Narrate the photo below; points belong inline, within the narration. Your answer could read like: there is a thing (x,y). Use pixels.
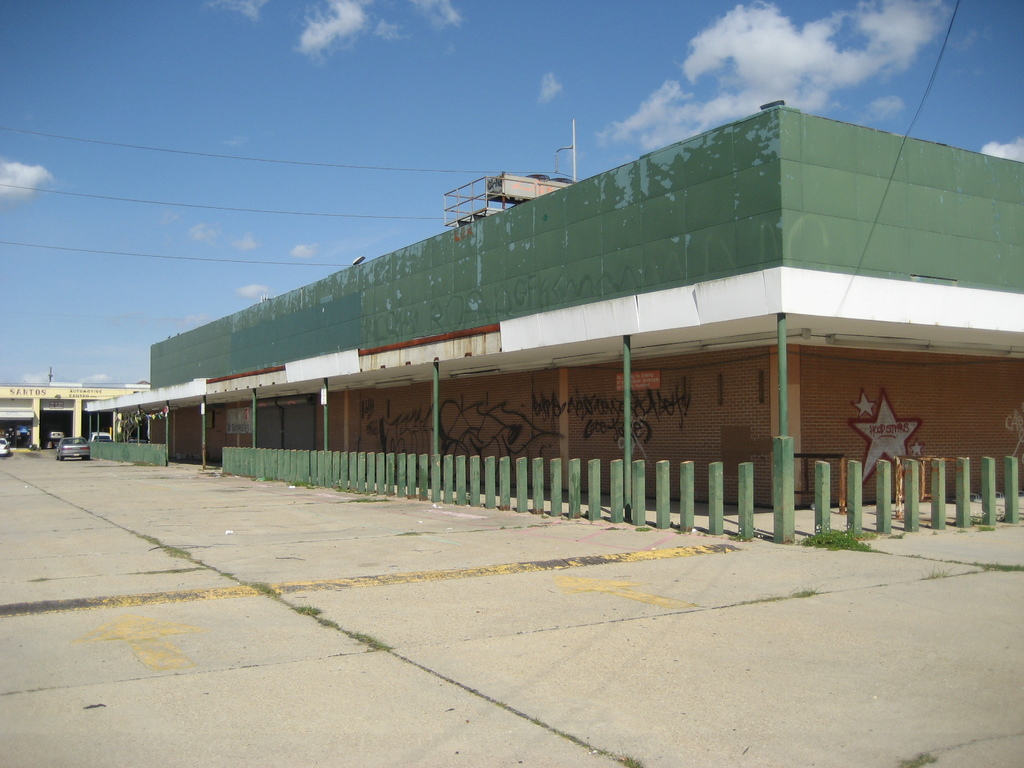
In the foreground (386,369) I can see a building (421,449), fence (340,470), shops (269,427) and vehicles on the road (164,613). In the background (180,56) I can see the blue sky (444,51). This image is taken during a day.
